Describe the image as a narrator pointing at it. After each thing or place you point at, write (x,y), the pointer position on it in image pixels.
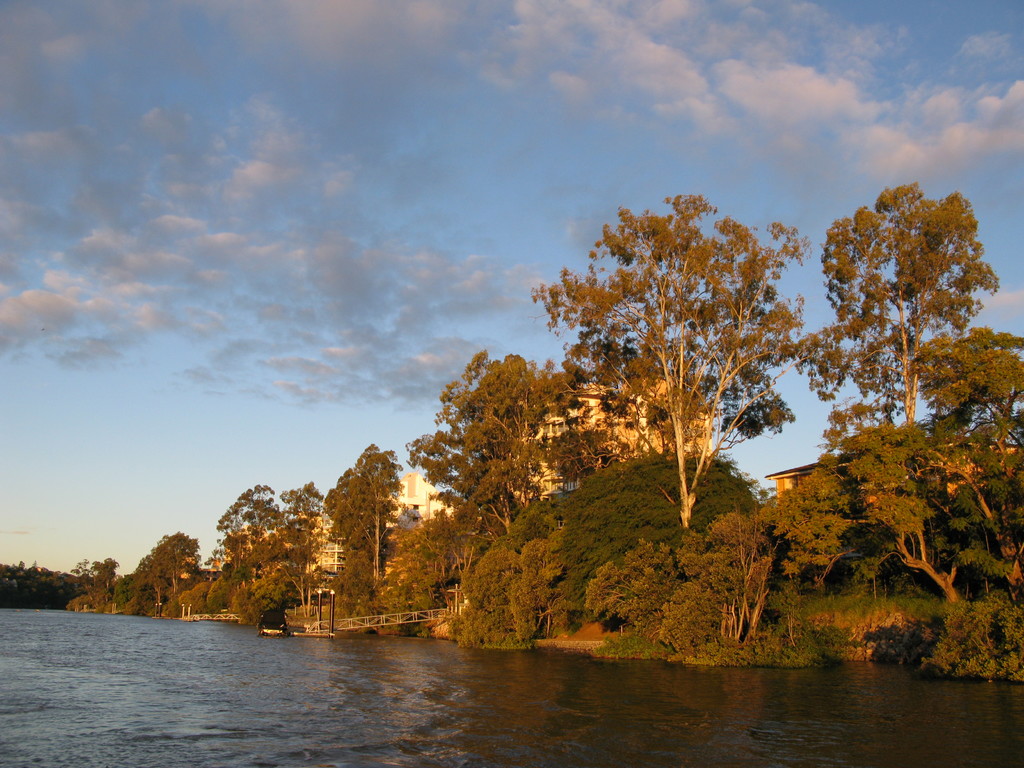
Here we can see water (312,674), trees (749,599), buildings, and poles (333,623). In the background (257,442) there is sky (513,148) with clouds (1021,114).
